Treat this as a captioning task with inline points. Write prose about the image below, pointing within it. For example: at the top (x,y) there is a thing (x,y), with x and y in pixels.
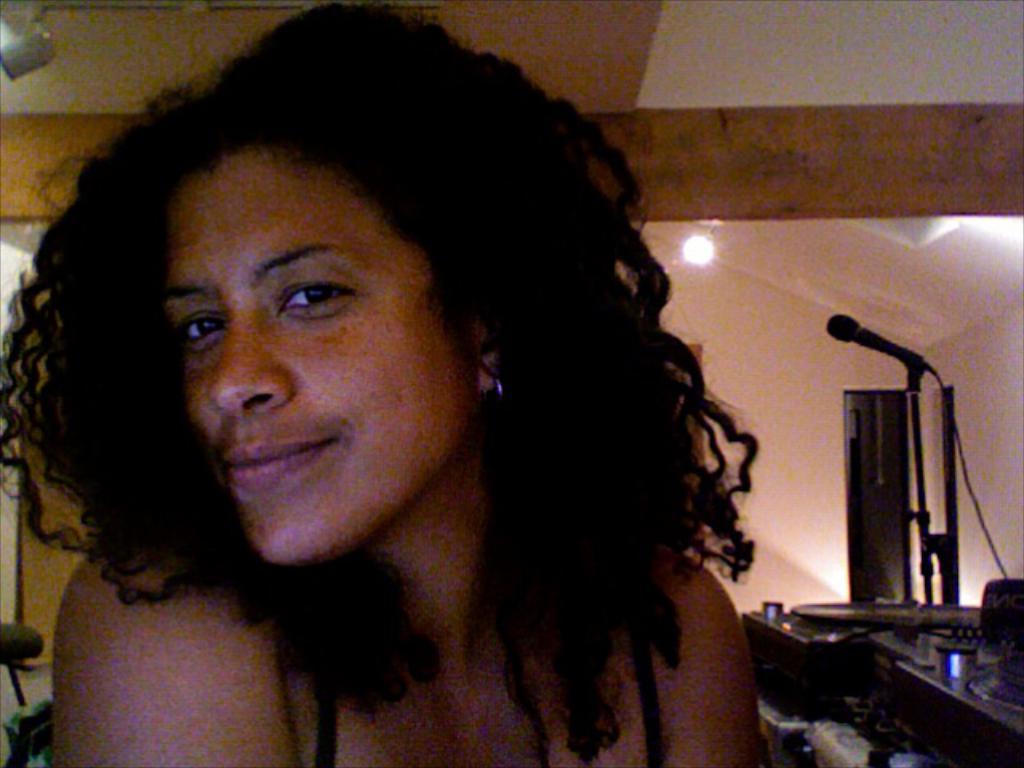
In this image, we can see a woman (174,467), on the right side (926,727), we can see a microphone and some objects (851,588). We can see the walls (1016,279), roof (922,142) and the lights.
